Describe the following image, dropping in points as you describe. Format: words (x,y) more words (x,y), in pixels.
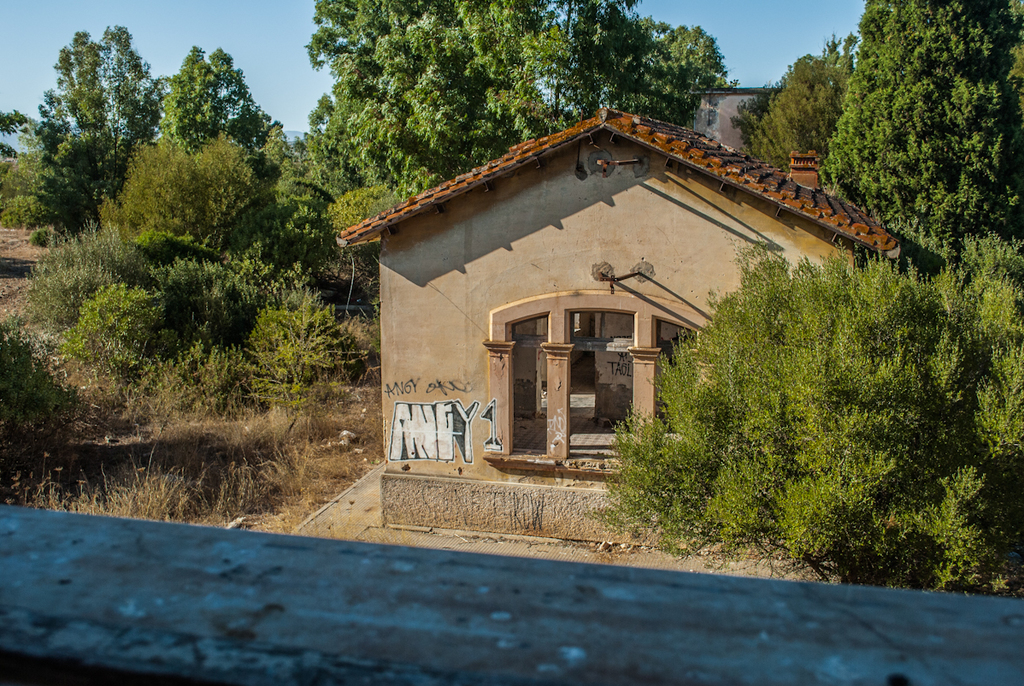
There is a house (481,333) in the middle of this image (448,415) and trees (991,350) in the background (156,344). There is a sky (263,37) at the top of this image (294,24).
